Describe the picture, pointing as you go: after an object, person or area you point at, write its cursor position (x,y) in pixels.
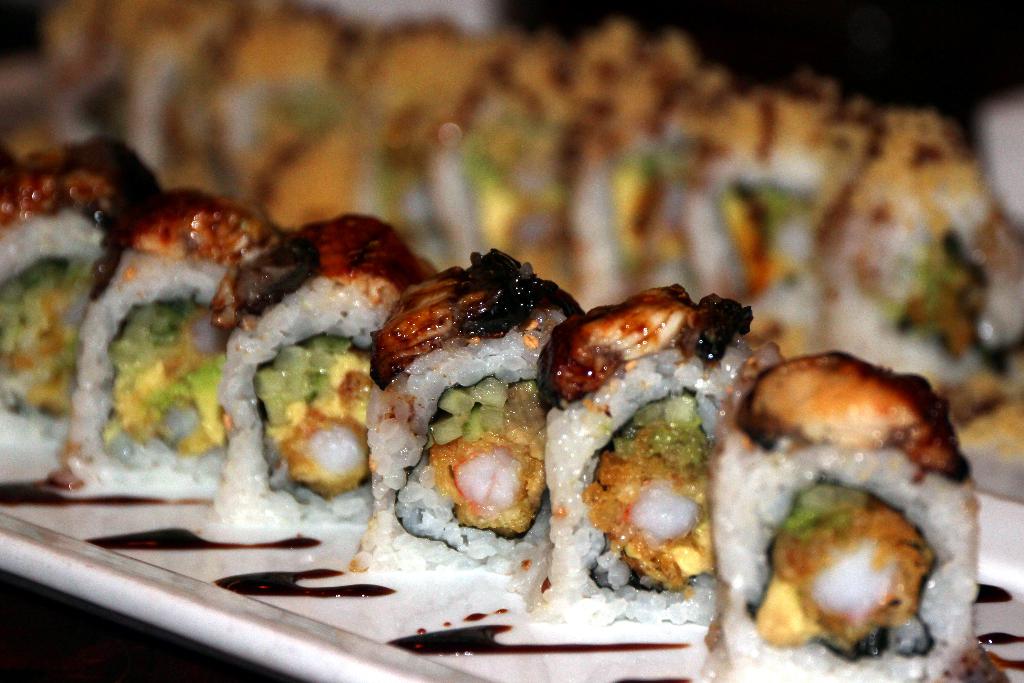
In the image in the center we can see one table (112,635). On table (107,654), we can see one plate (354,620). In plate (352,664), we can see some food items (551,456).
